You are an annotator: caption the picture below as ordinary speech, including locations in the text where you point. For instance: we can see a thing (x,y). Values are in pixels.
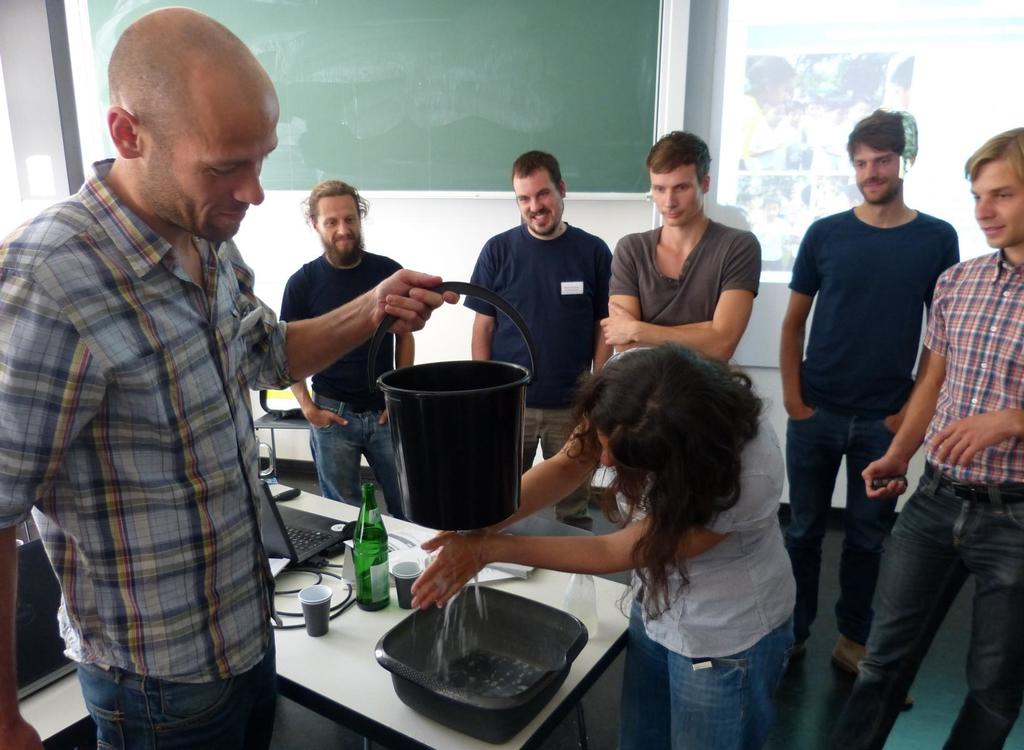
In this image I can see a man (198,385) wearing shirt (160,392) and jeans (129,697) is holding a black colored bucket (430,425) in his hand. I can see few persons (556,244) standing, a woman (749,428) standing and washing her hands (458,560). I can see a black colored bowl (462,657) on the white colored desk (352,646). On the desk (328,642) I can see few laptops (308,521), few wires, cups (396,591) and a bottle (387,571). In the background (466,84) I can see the white colored wall (888,88), a board (473,95) and the window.
